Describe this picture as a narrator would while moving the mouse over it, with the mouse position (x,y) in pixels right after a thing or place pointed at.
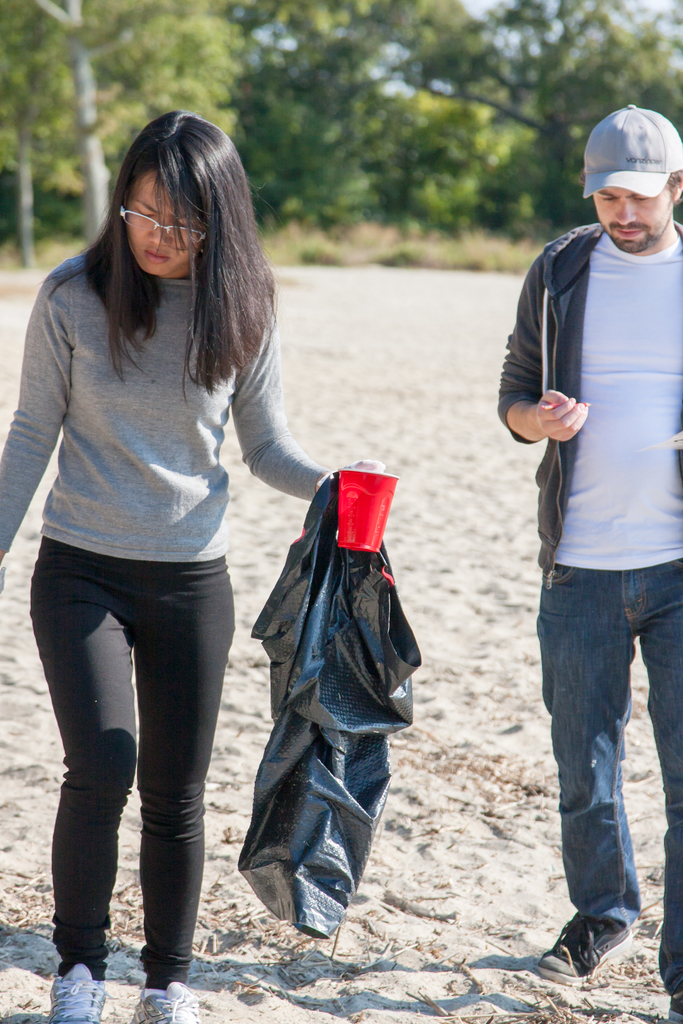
In this image there is a woman (136,422) and a man (599,342) walking on the ground (383,878). The woman (213,533) is holding a plastic cover (338,696) and a plastic glass (357,510) in her hand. There is sand (443,500) on the ground (443,547). In the background (435,104) there are trees (385,114). At the top (485,8) there is the sky (485,8).
